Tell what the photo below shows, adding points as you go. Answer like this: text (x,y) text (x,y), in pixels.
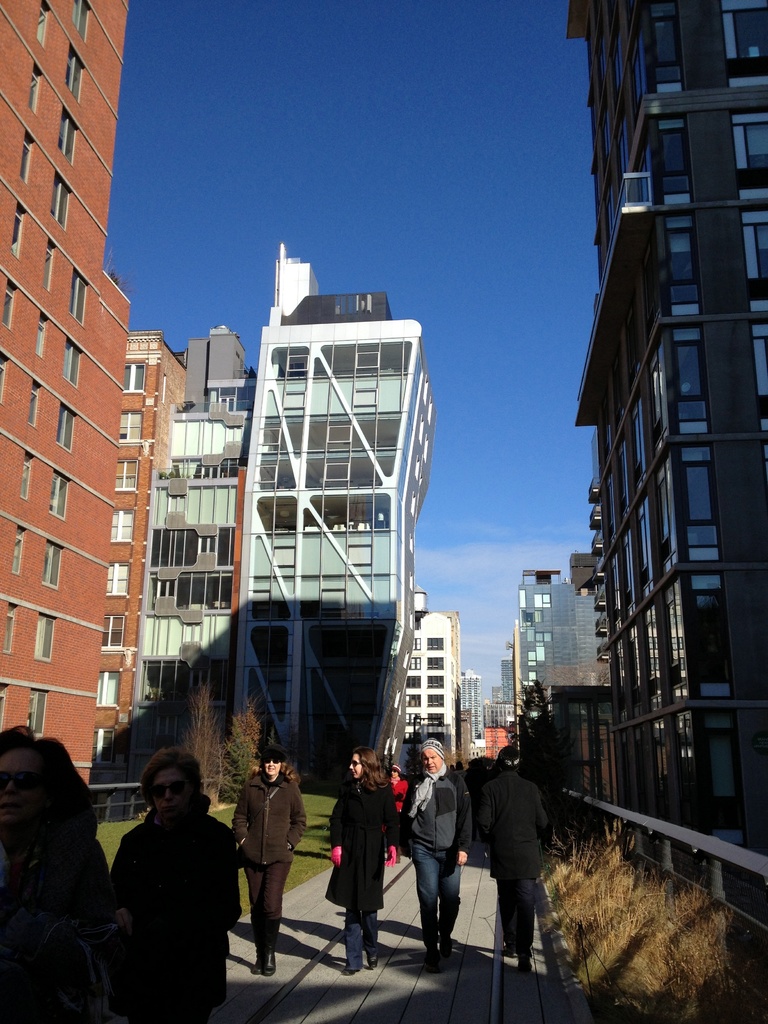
In this image I can see the group of people (256,891) with different color dresses (267,850). I can see few people (239,829) with the goggles (172,787). To the side of these people (360,825) I can see the grass (229,808) and trees (206,791). I can also see many buildings (304,684) with windows (220,684). In the background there is a blue sky (353,199).
